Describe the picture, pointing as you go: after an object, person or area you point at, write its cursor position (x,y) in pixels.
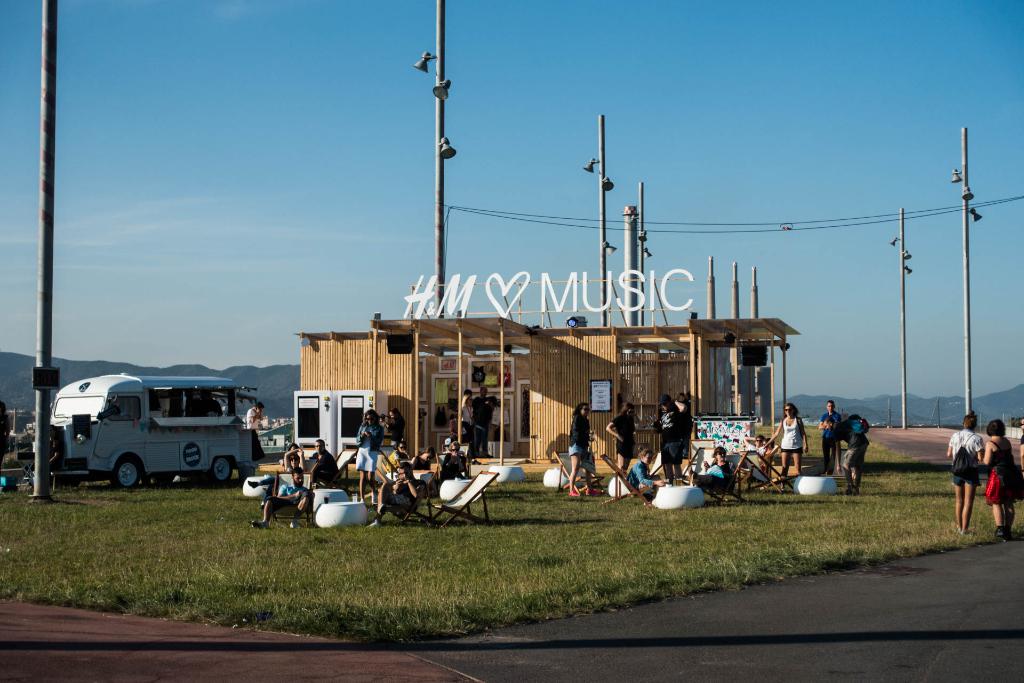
In the center of the image (596,350), we can see a shed (552,395) and there are boards (367,412) and people (383,501) sitting on the chairs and there are vehicles (201,432), poles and some other people (857,461), we can see wires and there are lights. At the bottom (595,632), there is ground (562,593) and road (640,650) and at the top (391,94), there is sky (502,92).
